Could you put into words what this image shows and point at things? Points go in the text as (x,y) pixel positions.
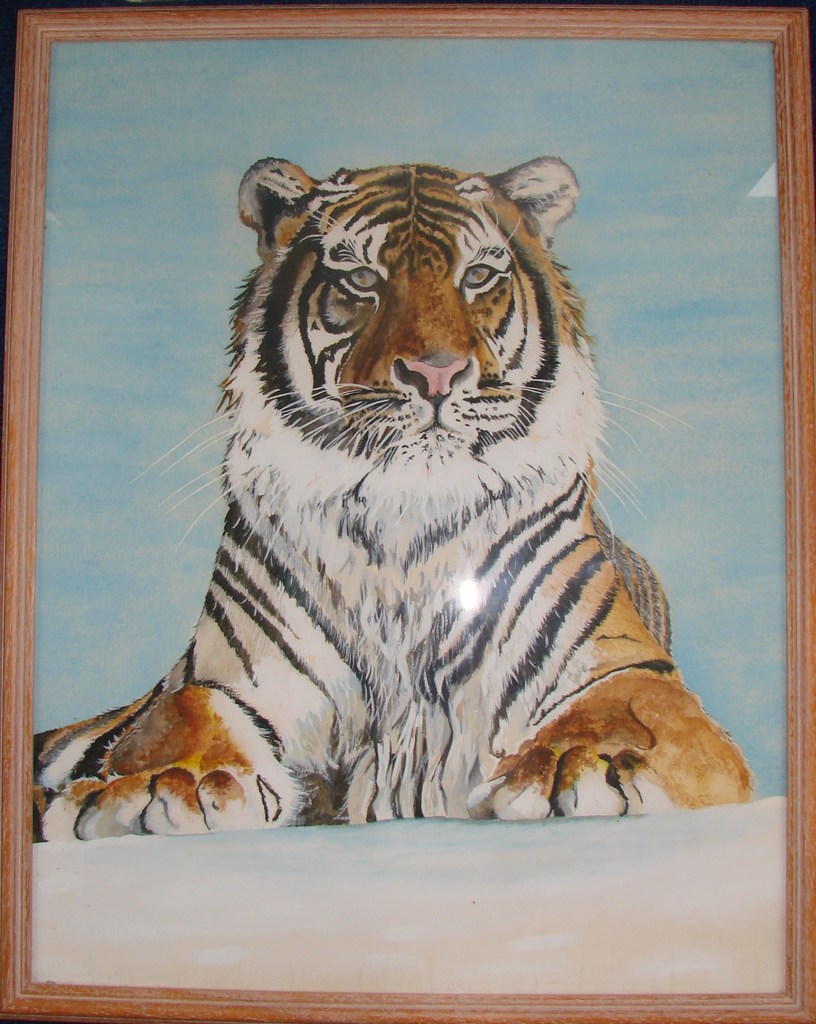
This picture shows a painted photo frame (127,701) of a tiger (446,388). it is White and Brown in color.
